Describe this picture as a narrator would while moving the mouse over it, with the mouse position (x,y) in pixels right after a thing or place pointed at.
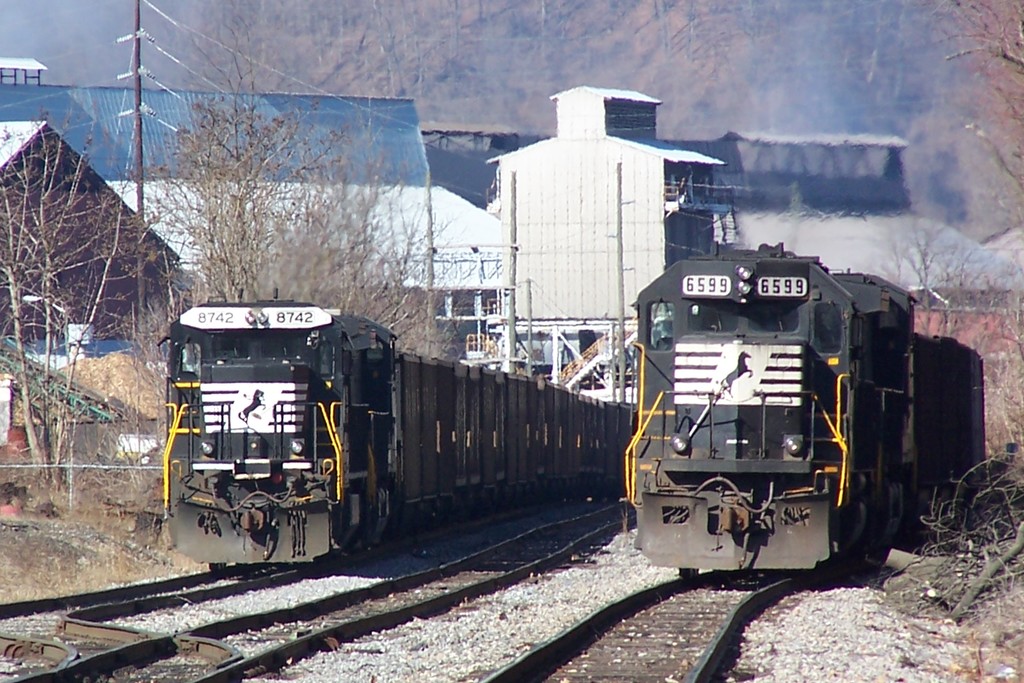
In this image there are two trains (380,479) on the track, in between the two trains (597,489) there is an another track (332,617), in the background (230,228) there are trees (214,245), utility pole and buildings (569,176).
